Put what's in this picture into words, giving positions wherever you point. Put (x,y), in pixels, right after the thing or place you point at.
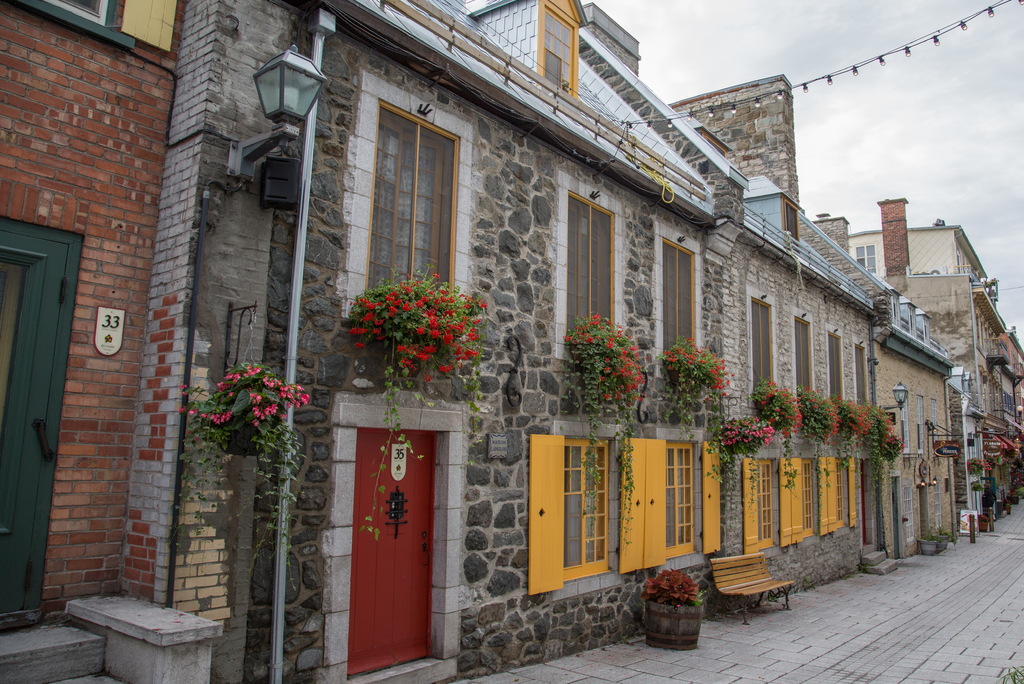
In this picture we can see the road (943,621) beside the road (1018,571) we can see buildings (545,373) doors (392,567) Windows (433,203) and potted plants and one lamp (285,112) is attached to the wall (644,333) sky (1011,99).
